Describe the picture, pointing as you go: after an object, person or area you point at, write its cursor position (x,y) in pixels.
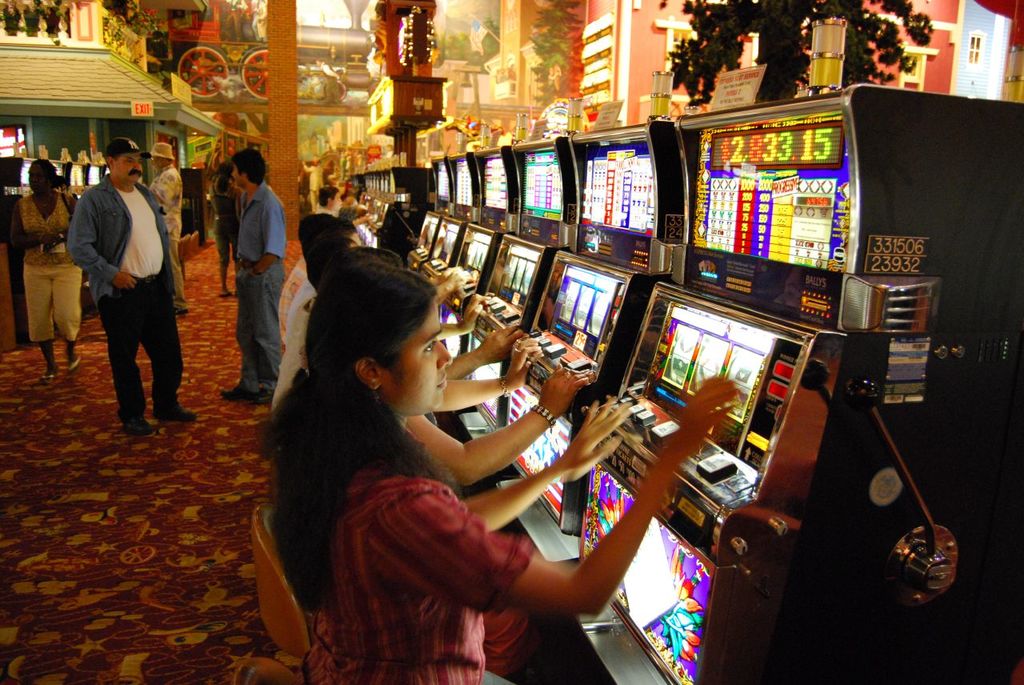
The image is taken in a casino (622,264). In the center of the picture (370,276) there are people (367,373) sitting on chair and playing in video games (633,231). On the left (192,215) there are people (102,215) some buildings (30,132) and other objects (194,200). In the background (401,65) there are light (610,57) and many objects (416,86). On the right (762,33) there is a tree (804,38) and boards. At the bottom (134,582) it is mat (174,594).
